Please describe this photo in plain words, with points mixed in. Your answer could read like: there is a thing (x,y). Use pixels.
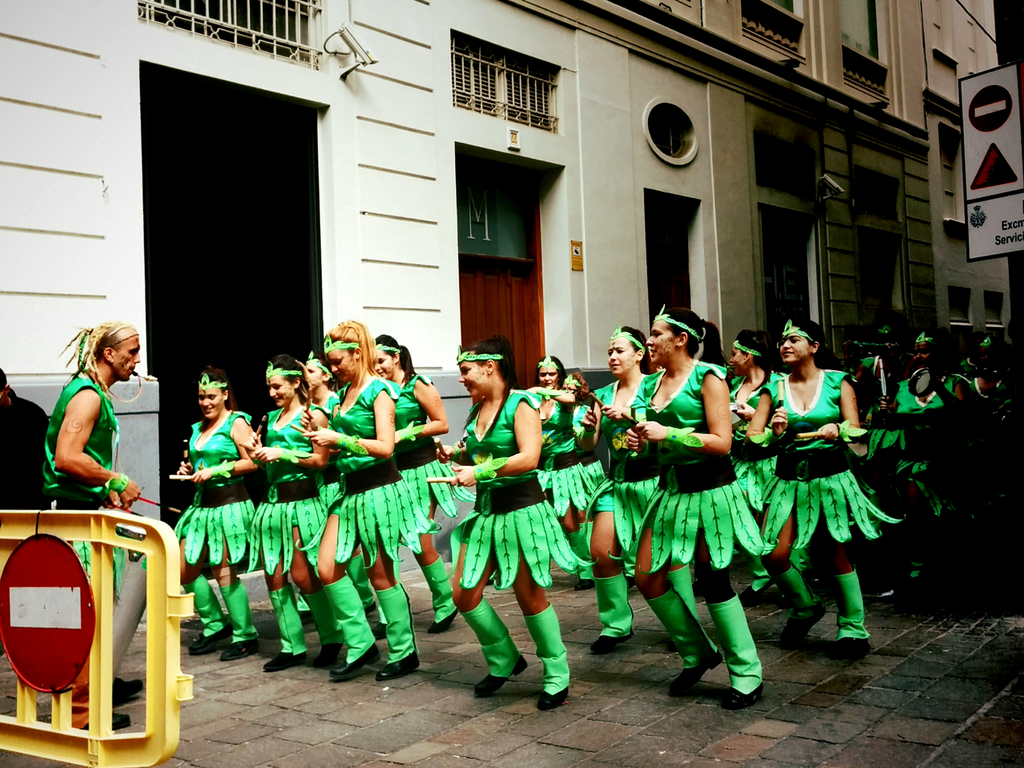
In this image I can see group of people (668,568) dancing and they are wearing green color dress (837,510). In front (57,649) I can see a red color board (42,652) attached to the pole (164,649). Background (801,286) the building (533,77) is in white color and I can see few doors (523,277).
